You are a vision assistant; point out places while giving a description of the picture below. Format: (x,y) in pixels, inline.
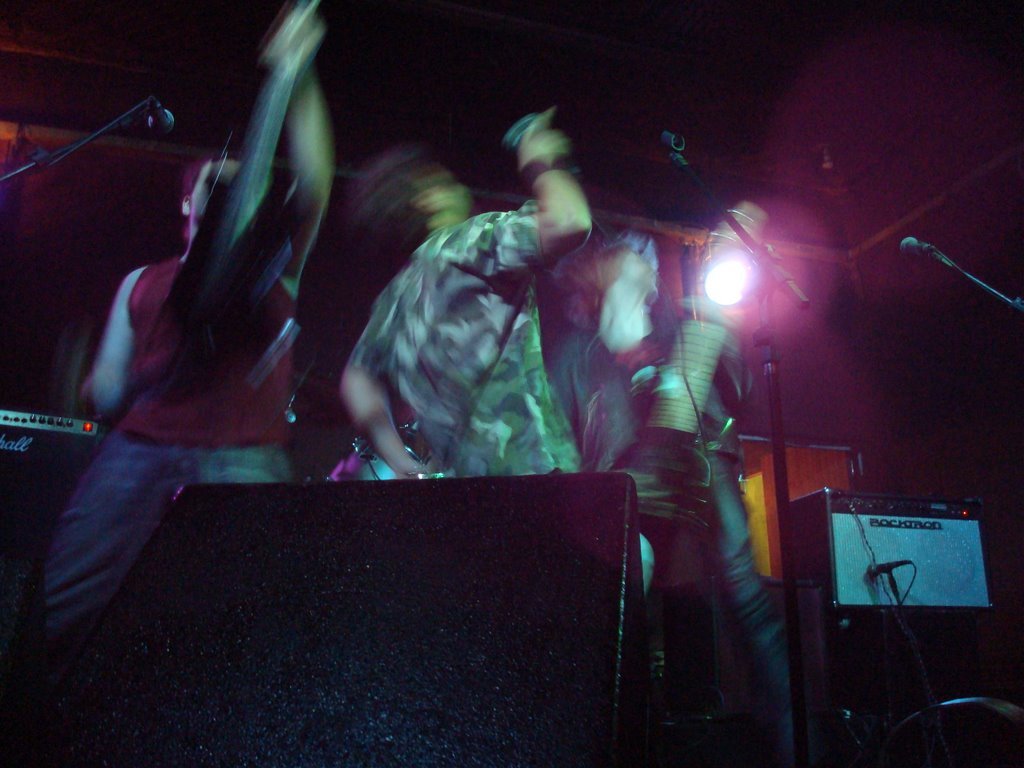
In this image there are few persons (244,371) standing. Left side (244,211) a person (158,327) is holding a guitar (244,224). Left side there is a mike stand (61,158). Right side (697,401) person (634,341) is holding a musical instrument (672,419). Behind him there is a light (720,279). Right side (725,213) there is a mike stand (958,272). Bottom of the image (489,693) there are few objects (640,669). Right bottom there is a mike stand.
